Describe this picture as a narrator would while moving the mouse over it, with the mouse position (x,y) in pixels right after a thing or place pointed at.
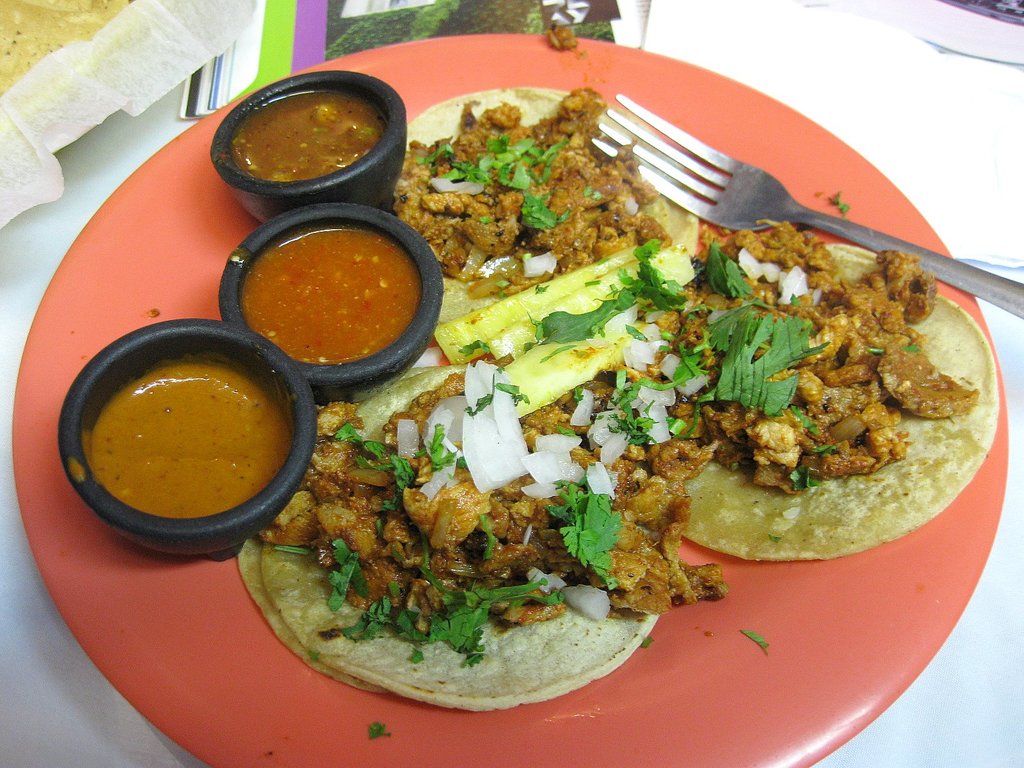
In this image we can see some food items (538,420) on the plate (557,722), also we can see a fork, there are some other food item (306,266) in cups (264,370), there are paper napkins (915,111), which are on the white colored surface (955,651).
